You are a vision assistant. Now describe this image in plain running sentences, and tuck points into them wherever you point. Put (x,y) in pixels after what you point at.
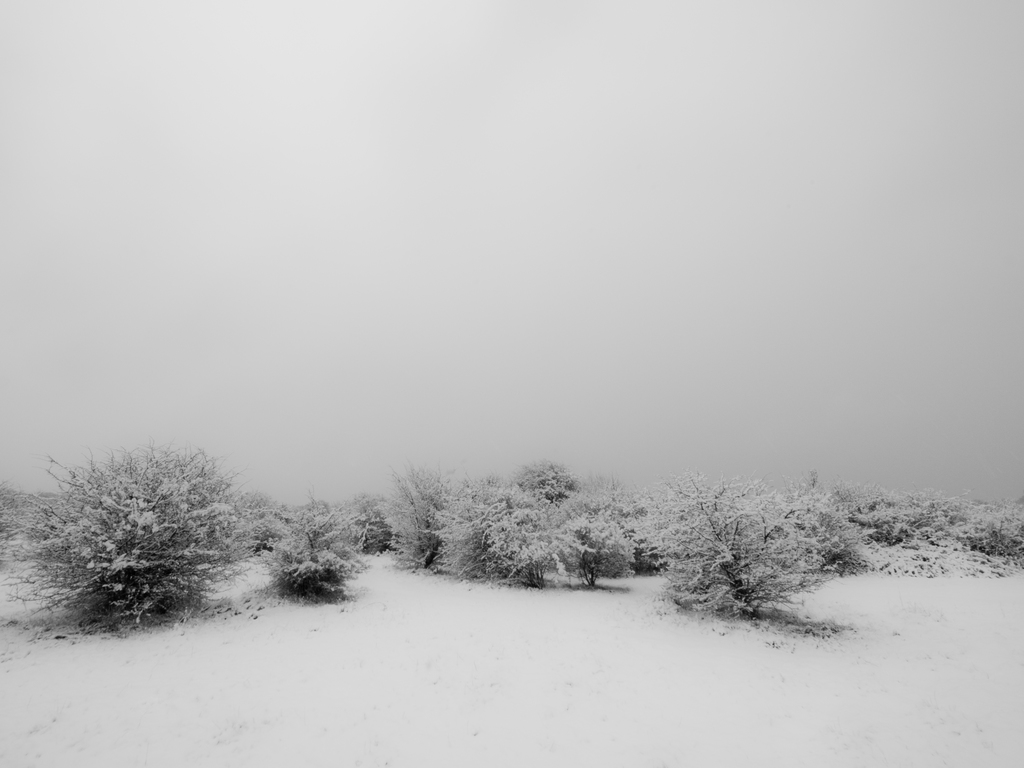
In this image there are small plants (98,545) in the snow (461,659). The trees (124,543) are covered with the snow (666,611).
